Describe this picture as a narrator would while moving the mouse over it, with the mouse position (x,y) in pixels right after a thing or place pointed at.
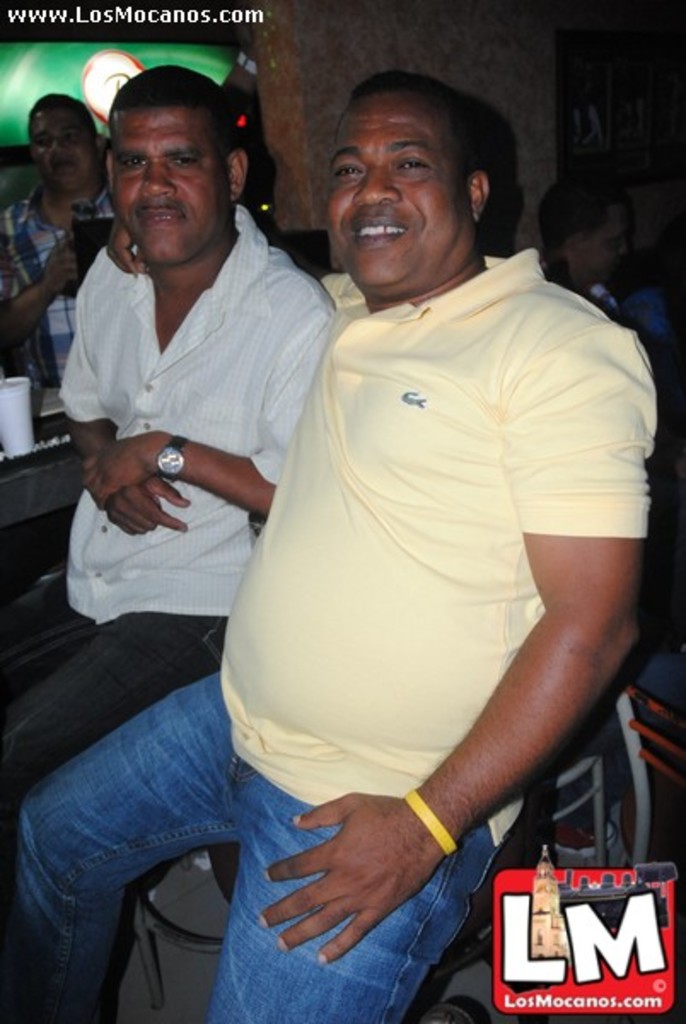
In this picture we can see two men (197,767) sitting on a chairs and they are holding a beautiful smile on their faces (401,233). This man (401,225) is wearing a wrist band (440,827) which is yellow in colour. On the background of the picture (551,274) we can see a wall (483,59) and few persons (41,226). This is a glass (20,448). This is a table (41,485). A man (170,480) with white shirt (159,541) wearing a watch (165,472) to his hand (146,475).
